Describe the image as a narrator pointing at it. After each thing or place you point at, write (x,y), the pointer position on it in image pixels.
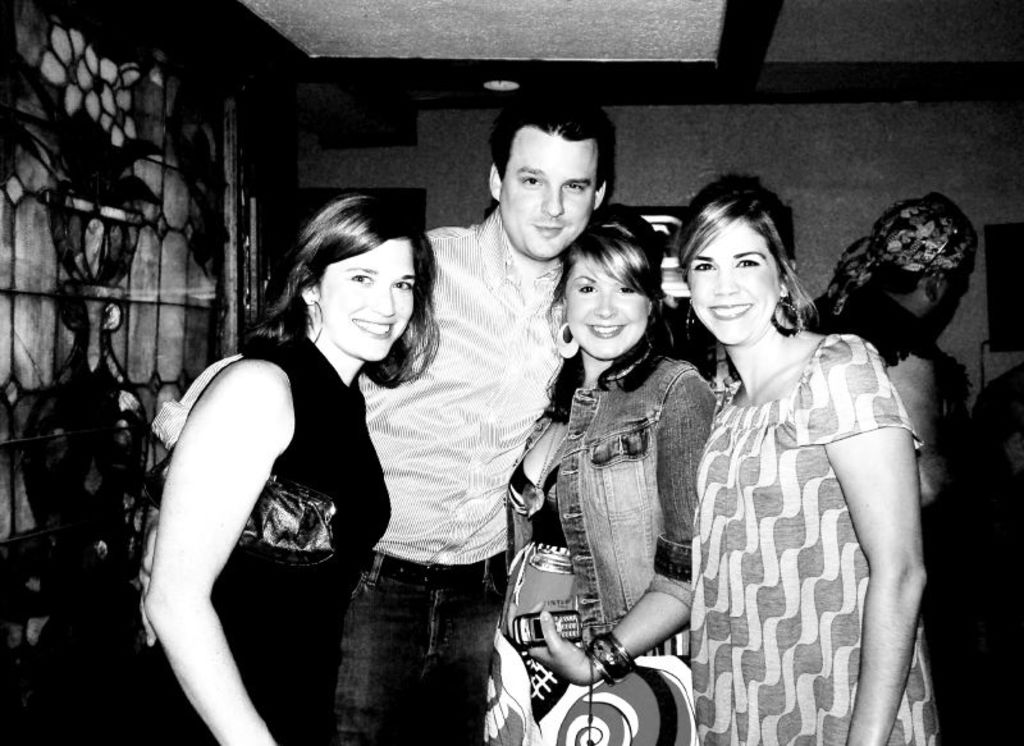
In this picture I can observe a man (502,374) and woman (555,381) in the middle of the picture (618,278). All of them are smiling. In the background (808,148) I can observe wall (828,138). This is a black and white image.
